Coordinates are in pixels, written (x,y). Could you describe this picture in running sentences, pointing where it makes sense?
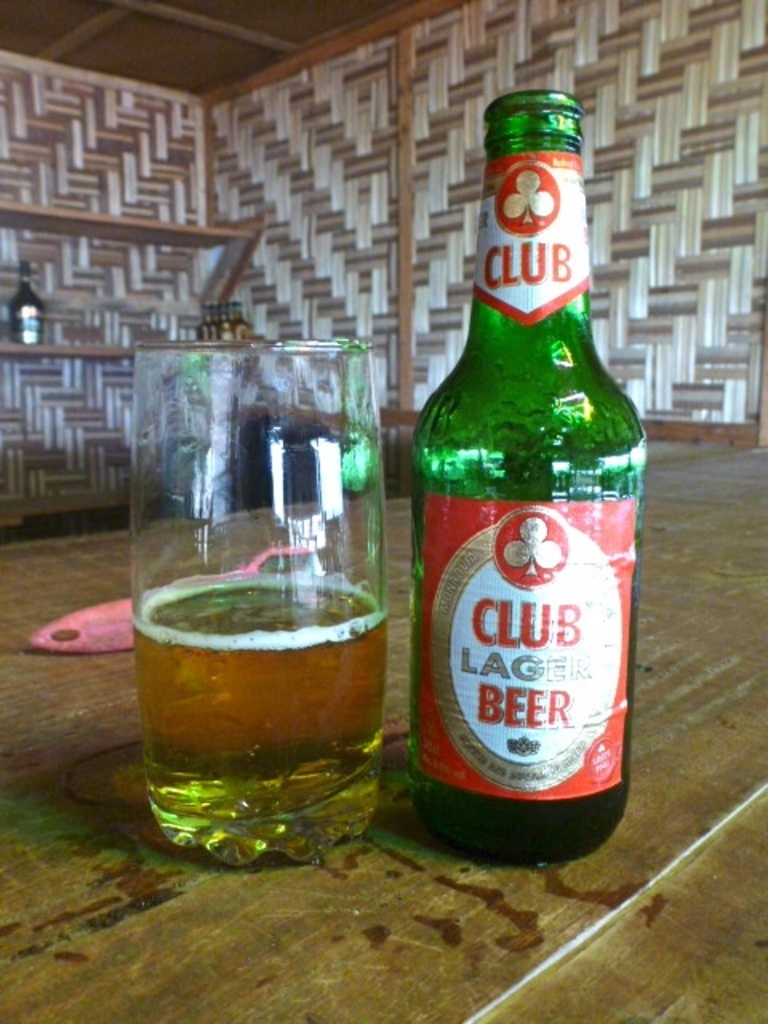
There is a glass of beer (307,548) and beer bottle (503,576) and a opener (114,635) on the table (110,676). In the background (24,323) there is a bottle (36,329) on a stand (38,347) and wall (335,146).
